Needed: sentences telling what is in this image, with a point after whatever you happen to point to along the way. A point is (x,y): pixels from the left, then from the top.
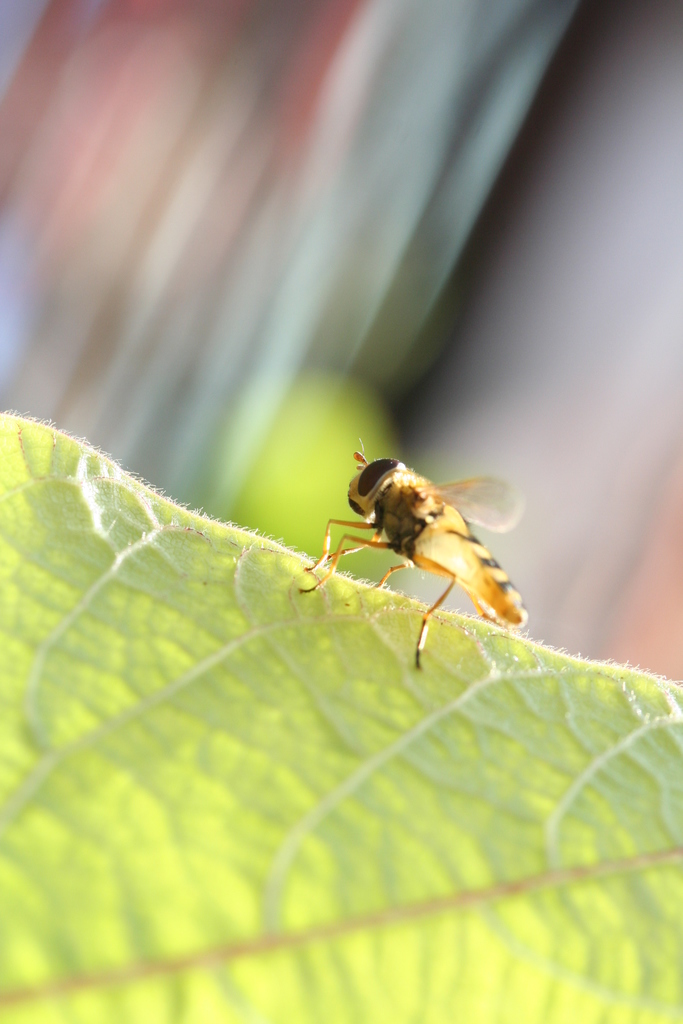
In this image I can see a insect (406,541) which is in yellow and black color. The insect (426,555) is on green leaf (45,653). Background (307,241) is blurred.
